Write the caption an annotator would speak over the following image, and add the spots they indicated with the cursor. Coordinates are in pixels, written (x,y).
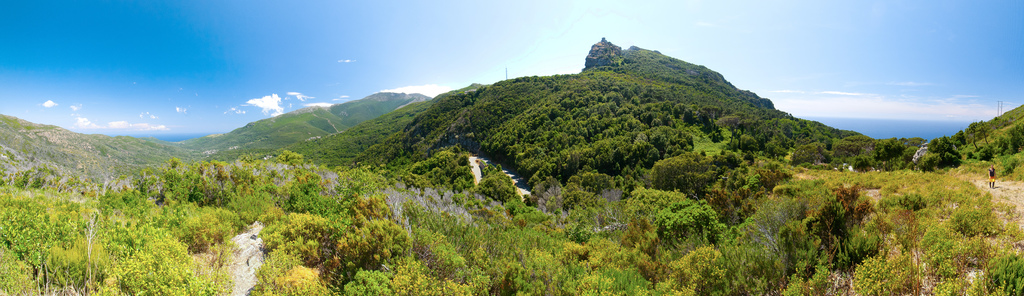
In this image I can see few trees (132,178), mountains (414,94), grass (981,205) and the sky (411,64) is in white and blue color.
